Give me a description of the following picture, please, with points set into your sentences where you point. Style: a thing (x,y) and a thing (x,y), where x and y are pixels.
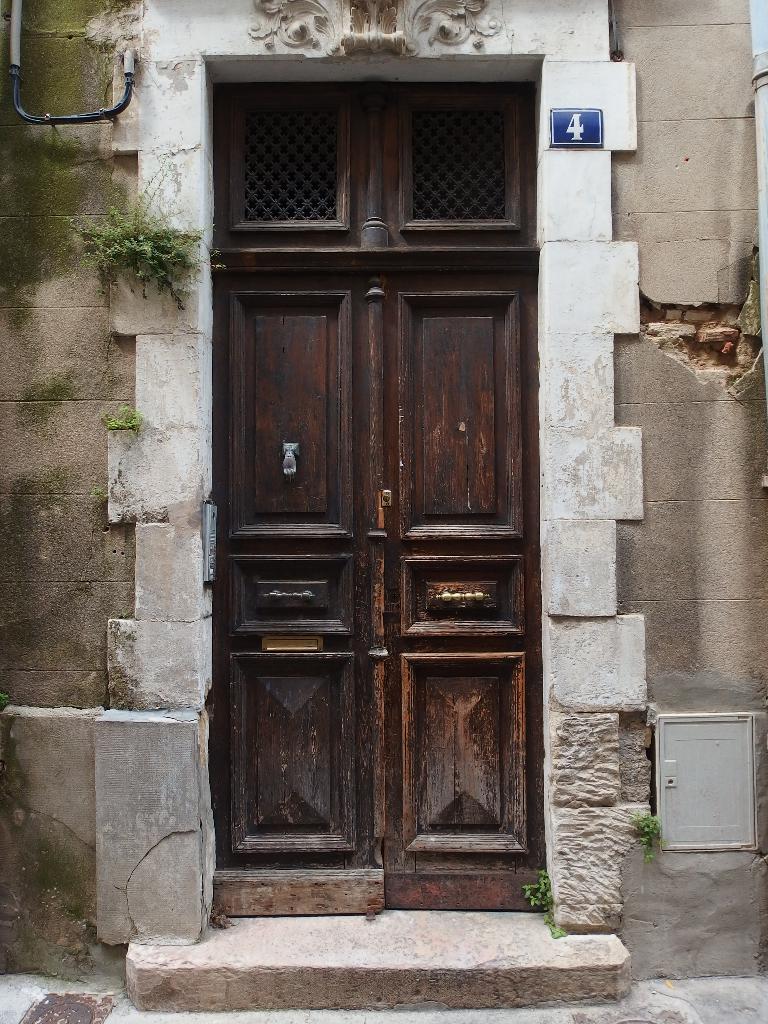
In this image there is a wall (64,490) having a door (256,407). Left side (134,251) there is a plant (128,243) on the wall (124,308). Bottom of the image (333,980) there is a wall (730,559).
